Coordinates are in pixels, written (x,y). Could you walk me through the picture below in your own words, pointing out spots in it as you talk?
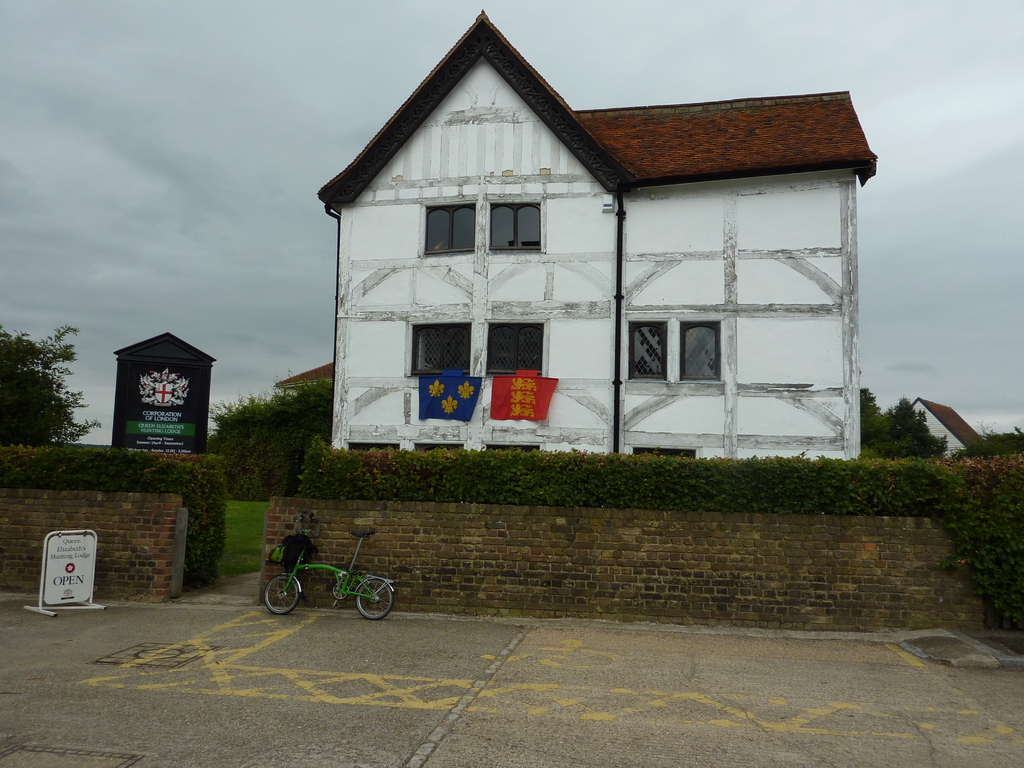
This picture shows a few building (608,178) and we see a brick wall (844,580) and few trees (316,431) and couple of clothes (513,390) and we see a bicycle (380,577) parked and a cloudy sky (909,114).
